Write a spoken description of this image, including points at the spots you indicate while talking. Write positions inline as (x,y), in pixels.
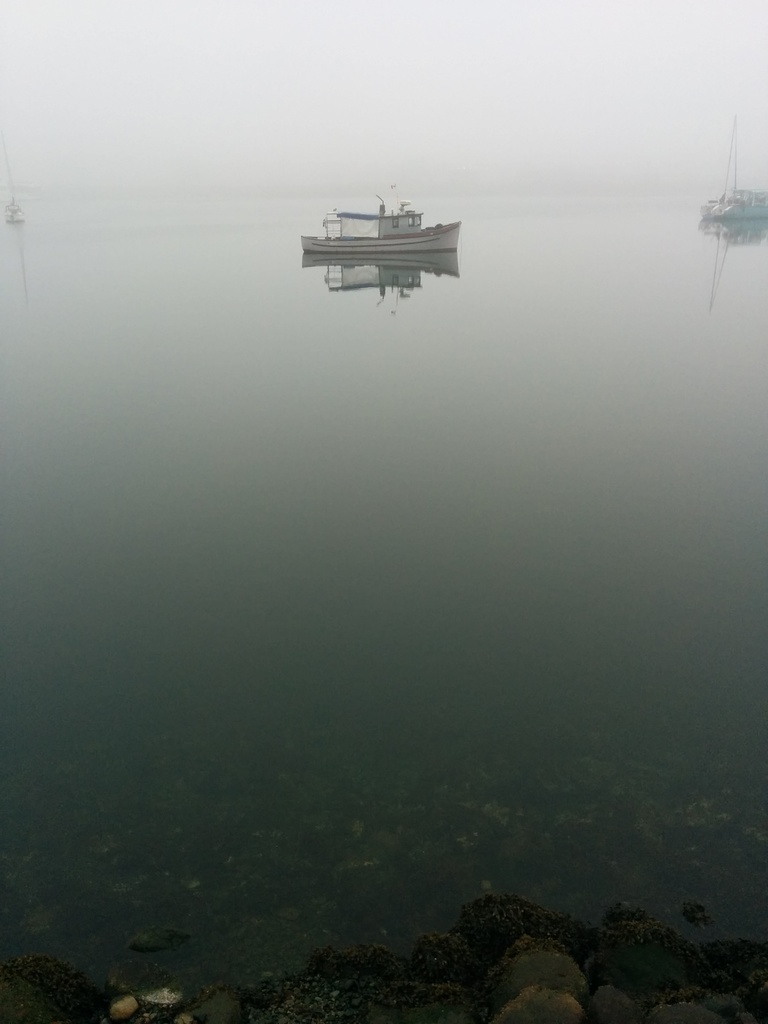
Above this water (509,364) there are boats (729,208). On this reflection (372,280) of boats (717,210).
